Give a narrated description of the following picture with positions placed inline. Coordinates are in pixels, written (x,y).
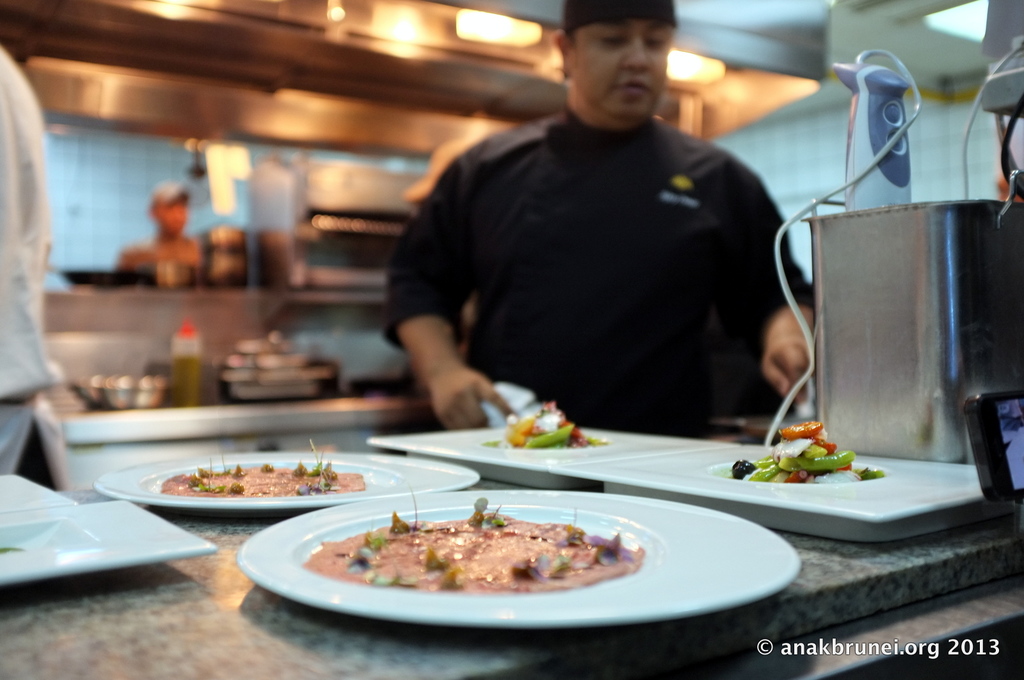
There is a man (482,174) standing, in front this man (496,299) we can see plates (900,495), tray (886,502) and food (829,461) on table (839,556). Background (308,92) it is blur.
